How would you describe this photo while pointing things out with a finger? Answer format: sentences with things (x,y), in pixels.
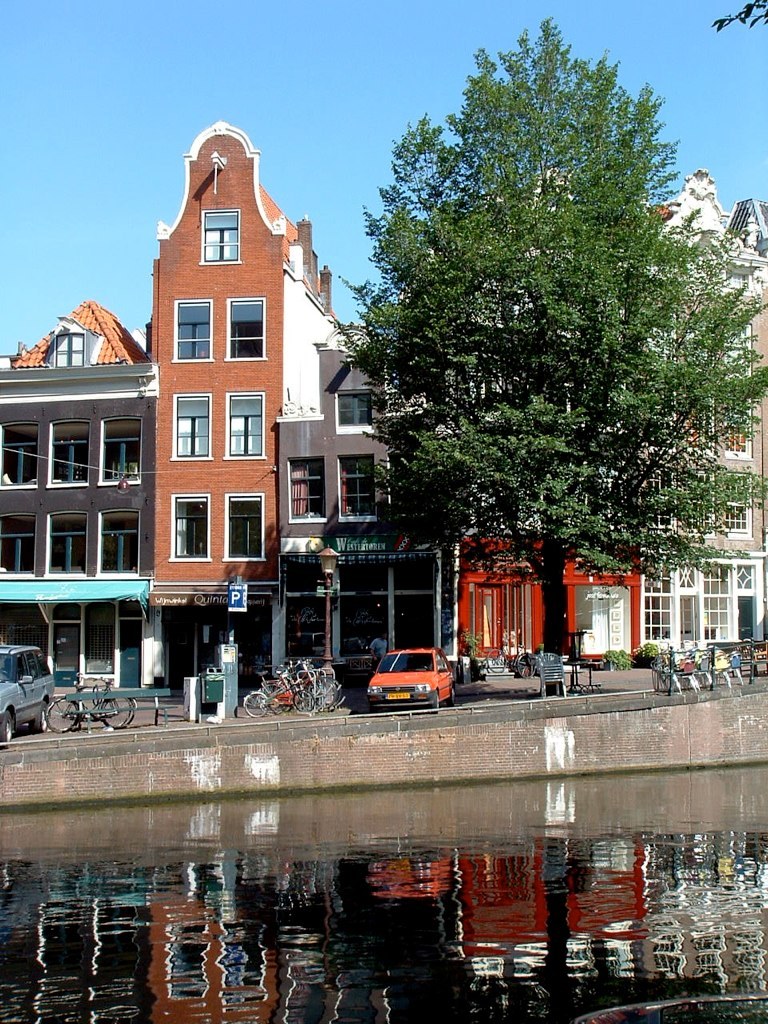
In this image we can see water (299,813), tree (525,484), plants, buildings (130,418), vehicles (293,685) and signboard (286,549). Background (424,58) there is a blue sky (385,87).
